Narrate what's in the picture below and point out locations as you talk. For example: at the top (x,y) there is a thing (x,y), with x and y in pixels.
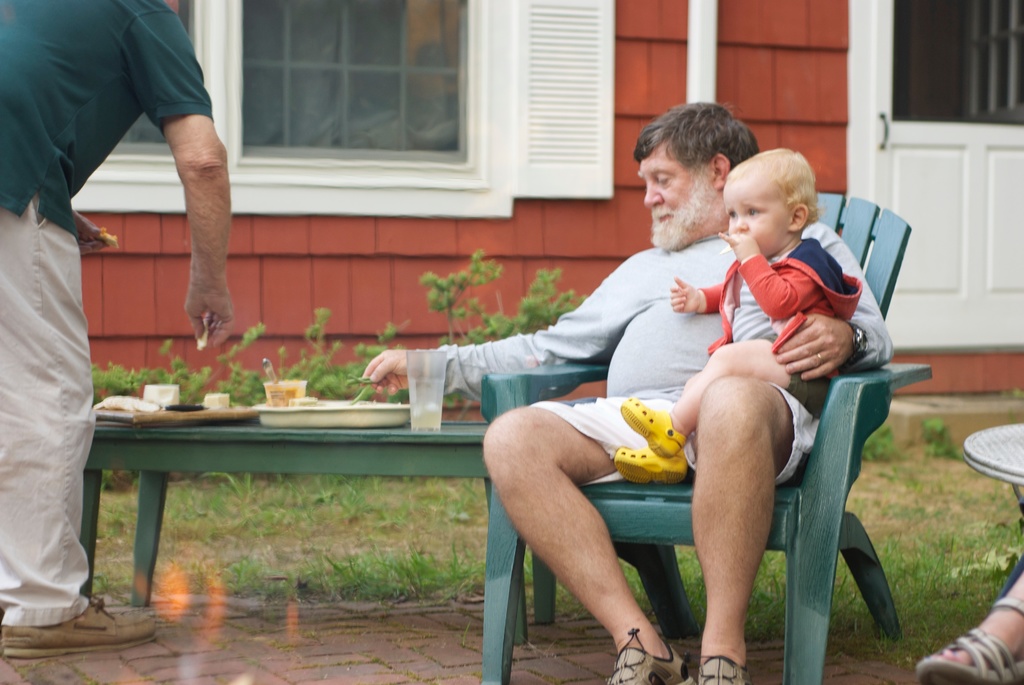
In this image, we can see an old man (568,457) is sitting on the chair (814,487) and a baby (795,396) is sitting on his lap (802,423). He is holding some item (370,385). Here there is a table (354,462), few objects (314,424) are placed on it. At the bottom (554,644), there is a walkway (323,655). Left side of the image (26,416), we can see a person (25,393) is holding some food items (203,338). Background (165,315) we can see plants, grass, wall (398,294), glass windows (284,101) and door (964,245). On the right side (1023,458), we can see an object (991,453) and human feet (983,642) with footwear (949,670).
